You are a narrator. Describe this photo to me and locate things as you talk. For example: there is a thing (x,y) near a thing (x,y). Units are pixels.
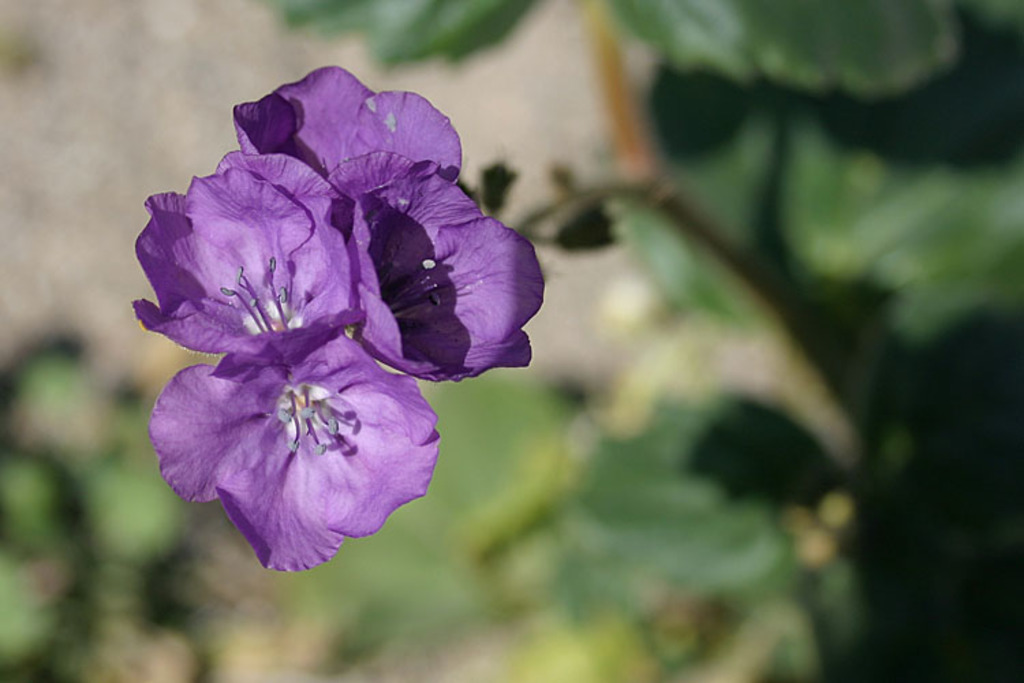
In this image I can see few purple color flowers (277,353). Background (847,194) is in green color and it is blurred.
